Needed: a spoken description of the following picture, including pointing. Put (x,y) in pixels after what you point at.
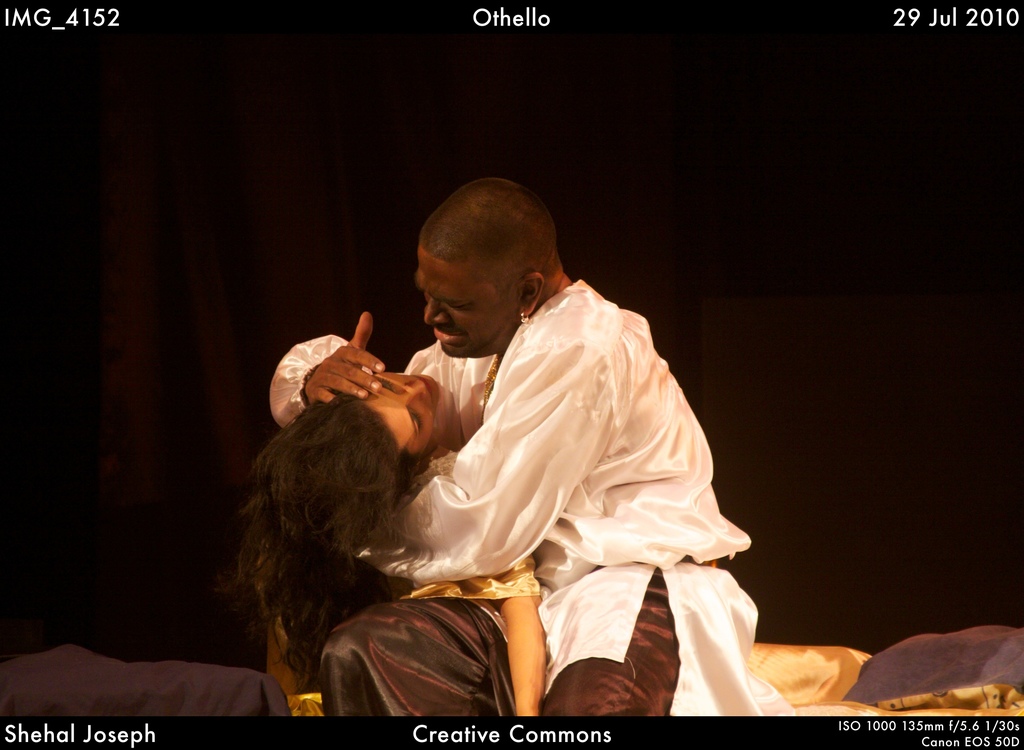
In this image we can see a man (563,514) is sitting, he is wearing the white shirt (517,455), and holding a woman (308,459) in the hands (327,401), at background (556,207) here it is dark.
